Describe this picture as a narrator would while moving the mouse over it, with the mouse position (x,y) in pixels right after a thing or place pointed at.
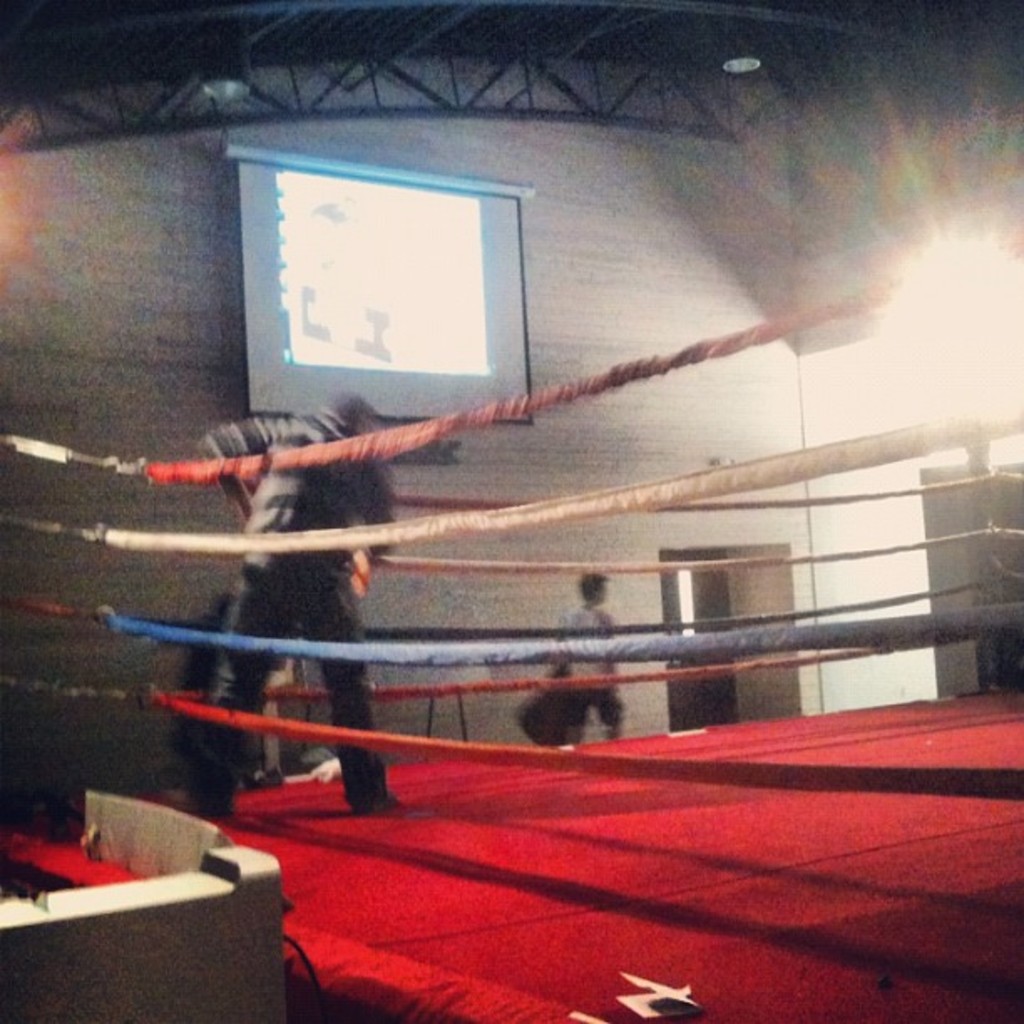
In the image there is a boxing ring (644,811). Inside the ring (414,527) there is a person (331,511) standing. Outside the ring (566,569) there is a person (596,690). And also there is a wall (347,156) with a screen (303,231), light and room (725,551). At the bottom of the image (174,892) on the left side (184,908) there is an object (54,978).
